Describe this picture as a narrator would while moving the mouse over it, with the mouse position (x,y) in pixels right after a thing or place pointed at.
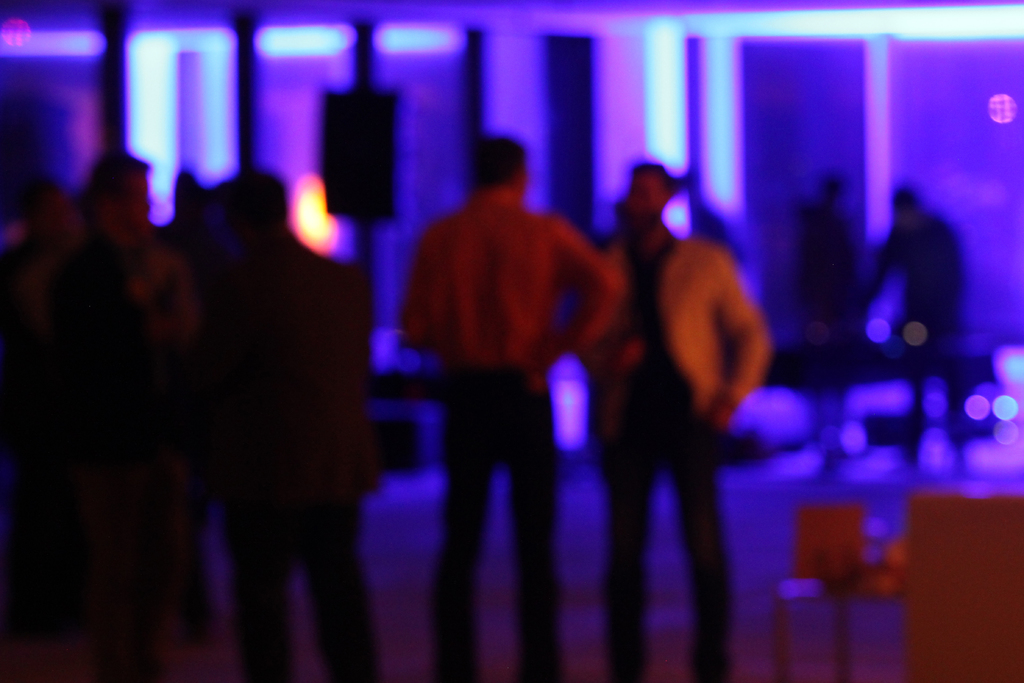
This picture is clicked inside. In the foreground (719,358) we can see the group of persons (475,362) standing on the ground (747,593) and we can see the chairs (975,548) and tables (911,394). In the background (694,86) we can see there are some objects (806,343).
